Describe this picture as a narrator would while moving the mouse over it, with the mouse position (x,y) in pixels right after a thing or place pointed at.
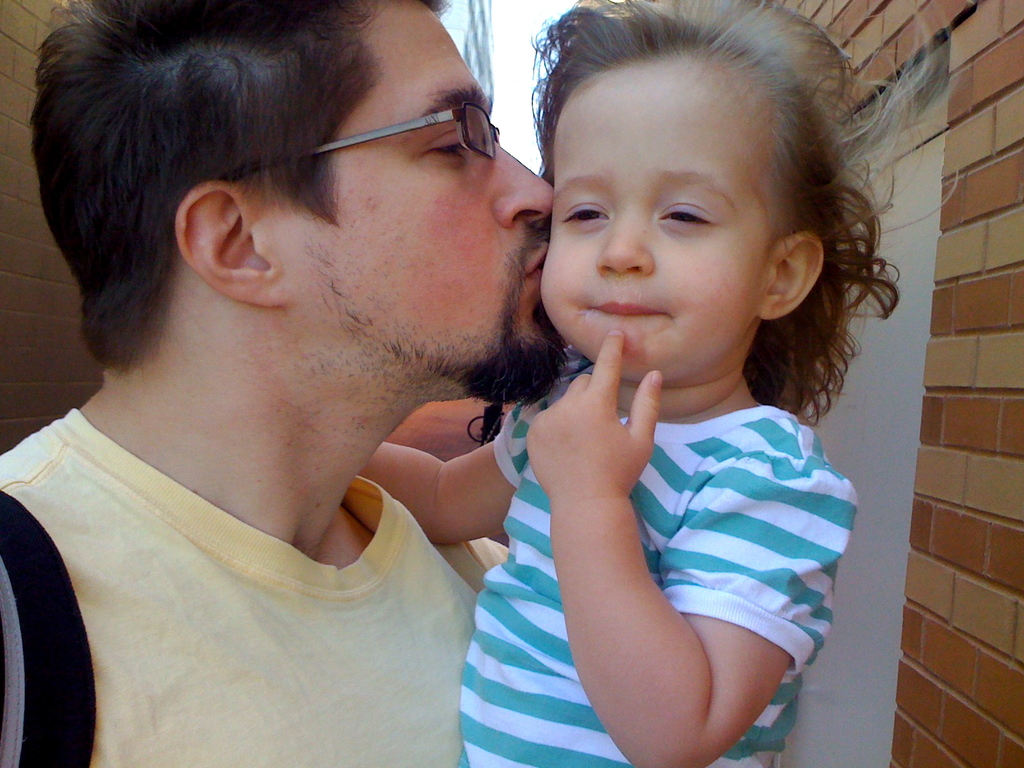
In the front of the image (381,529) I can see a person (269,377) is kissing a kid (595,624). On the left side of the image (1,166) and right side of the image (977,518) there are walls (972,115).
